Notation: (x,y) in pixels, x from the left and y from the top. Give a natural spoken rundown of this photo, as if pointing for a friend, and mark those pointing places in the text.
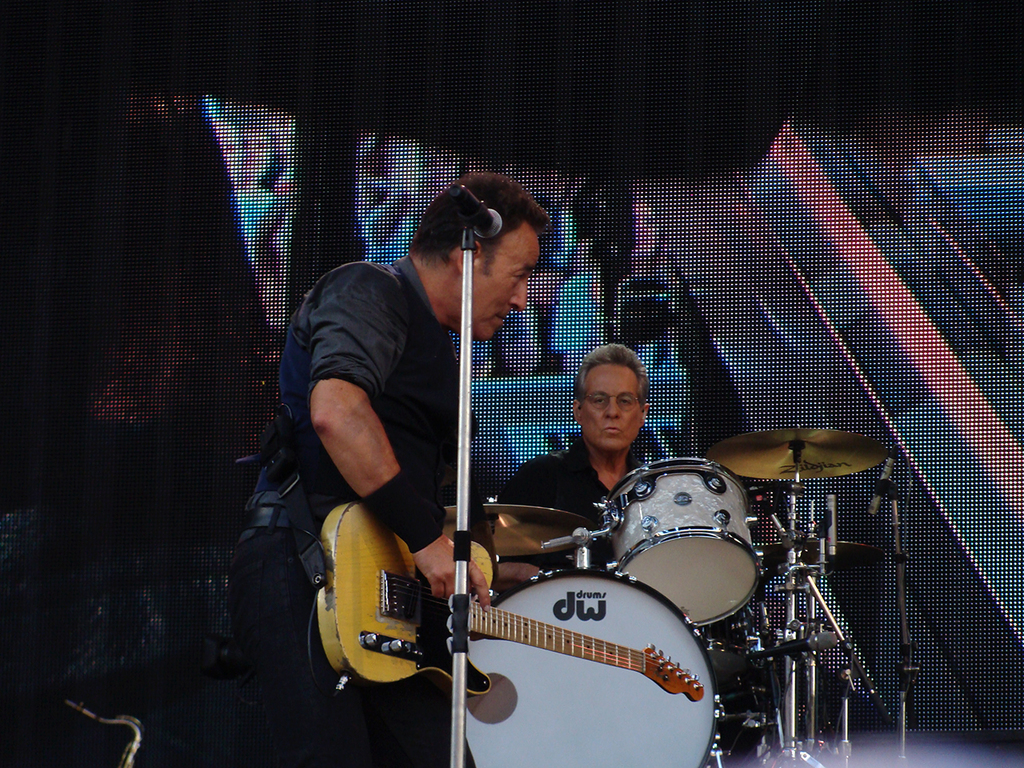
This image is clicked in a musical concert. There are two persons (363,462) in this image, one of them is playing guitar (414,635) and there is a mic (457,669) in front of him and the other one is playing drums (773,559). There is a screen (322,246) behind them. Both of them are wearing black color dress (440,371).
